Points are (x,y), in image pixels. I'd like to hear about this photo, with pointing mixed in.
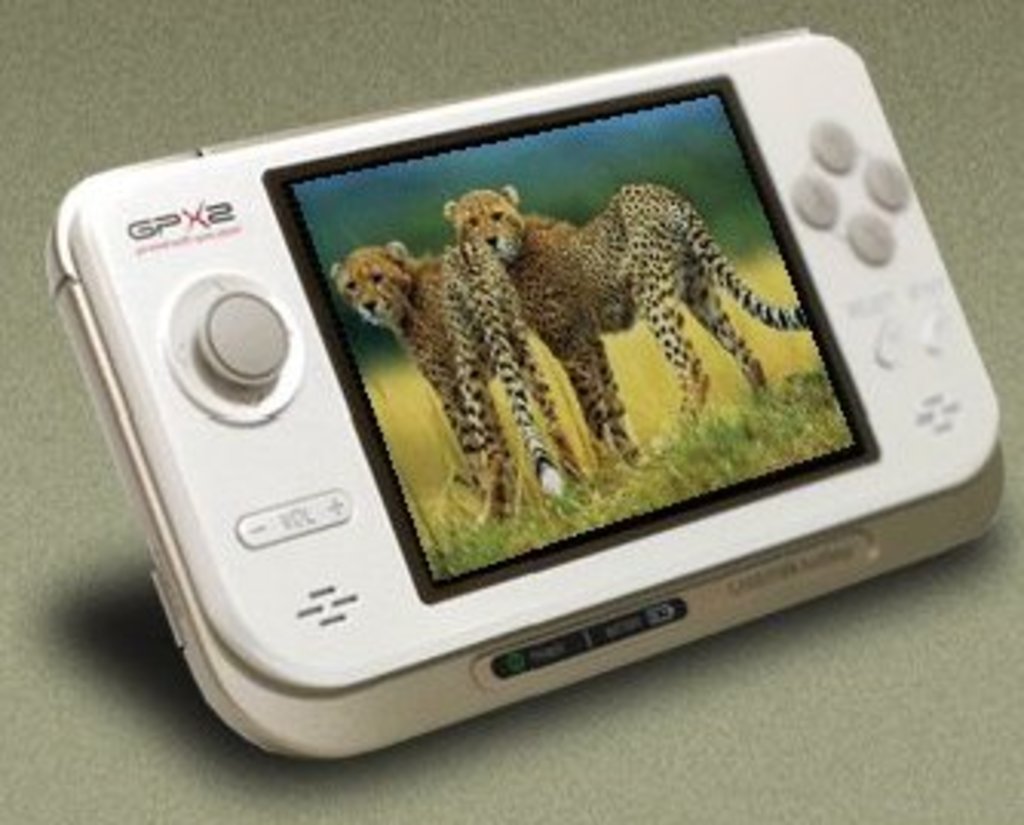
In this picture we can see a joystick video game (640,317) in the middle of the image (374,427).
